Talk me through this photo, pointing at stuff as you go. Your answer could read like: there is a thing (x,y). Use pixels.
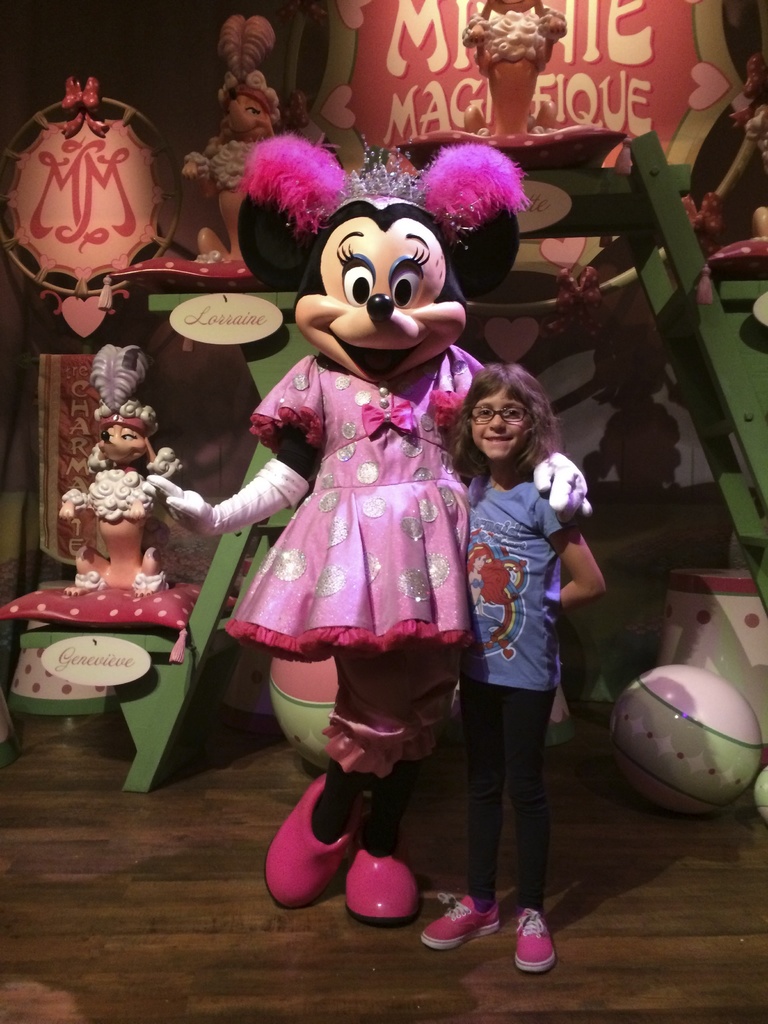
In this image in the center (474,589) there is one girl (520,626) who is standing and there is one toy (353,664), in the background (709,679) there are some toys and ladder (191,655) and some boxes (715,579). At the bottom (184,929) there is a floor (177,922).
